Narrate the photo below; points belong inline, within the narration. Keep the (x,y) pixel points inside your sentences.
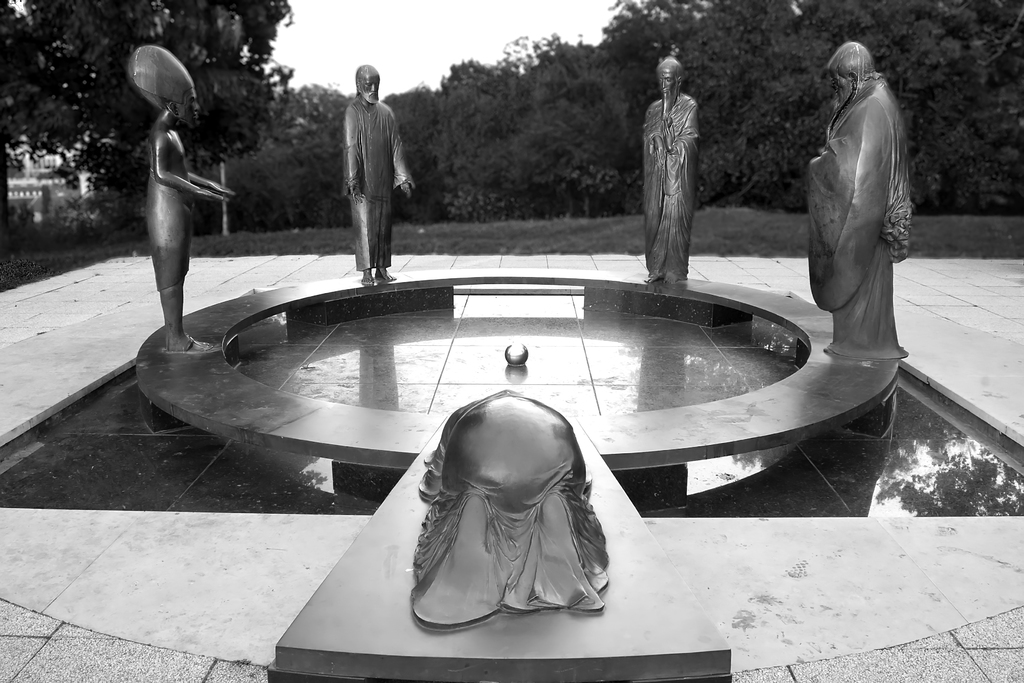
In this picture we can see statues (194,109) in the front (191,121), in the background (517,136) there are some trees (641,82), we can see grass (696,224) in the middle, there is the sky (510,25) at the top of the picture (502,25), it is a black and white image.
